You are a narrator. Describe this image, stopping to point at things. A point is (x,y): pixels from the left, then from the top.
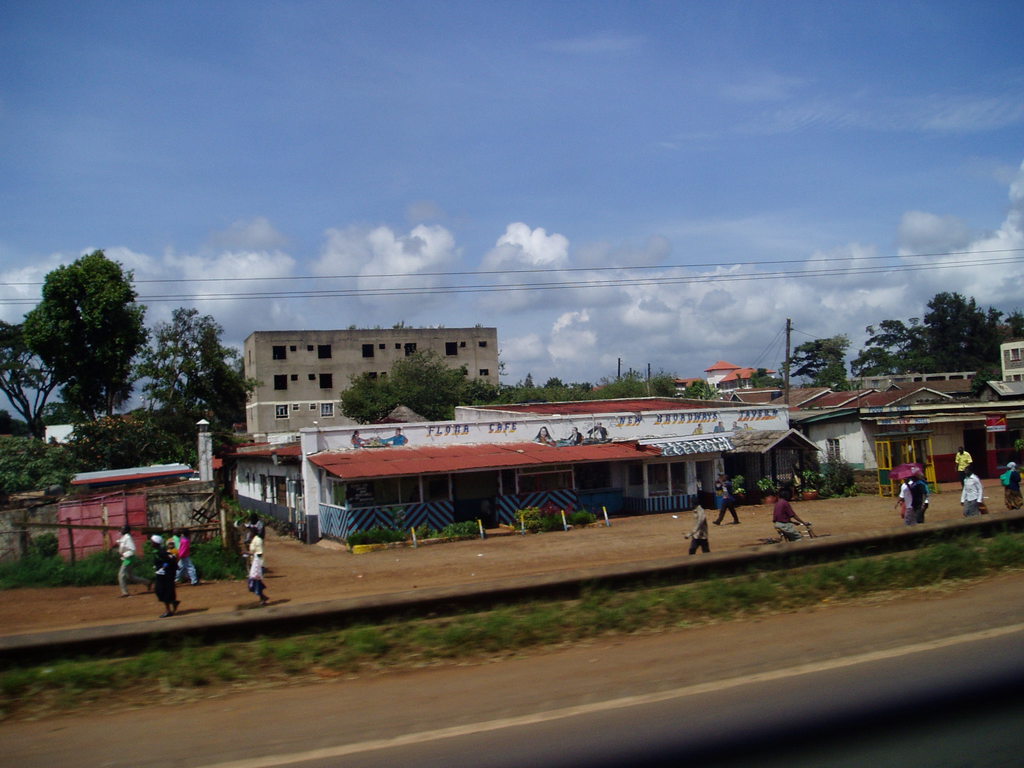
In this image there is grass (551,634) on the ground (562,632). In the background (176,565) there are persons (795,529) walking and standing, there are buildings (462,412) and trees (228,448) and the sky (552,221) is cloudy and there are poles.
